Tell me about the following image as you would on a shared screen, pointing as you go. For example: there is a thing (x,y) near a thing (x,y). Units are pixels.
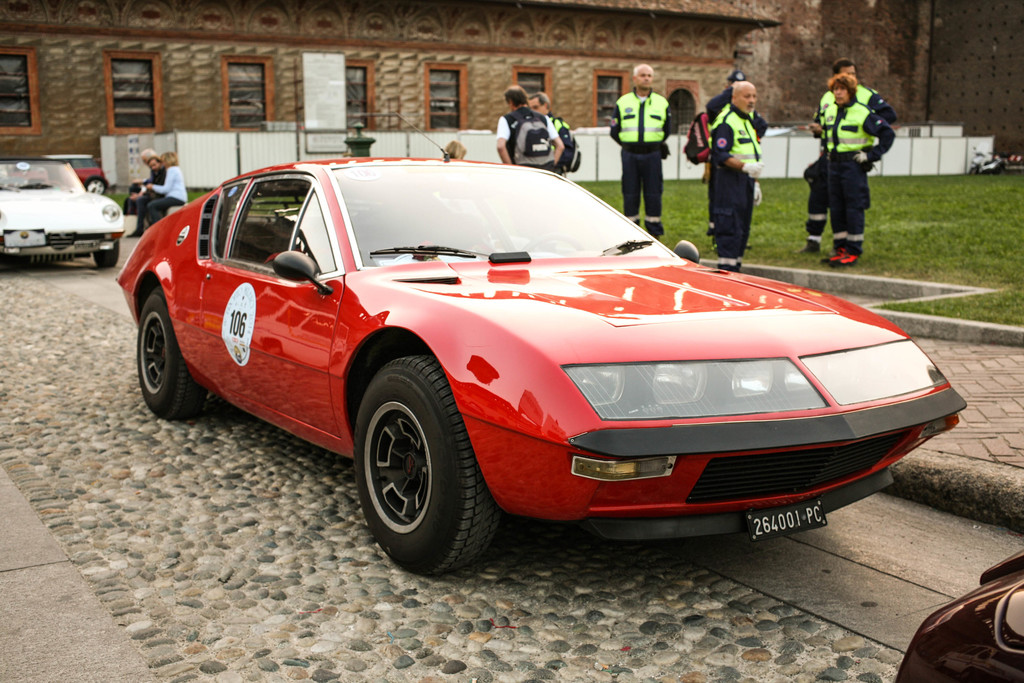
In this image we can see some vehicles (473,255) and a group of people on the ground (47,506). We can also see grass (947,246), a fence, and a building (592,81) with windows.
